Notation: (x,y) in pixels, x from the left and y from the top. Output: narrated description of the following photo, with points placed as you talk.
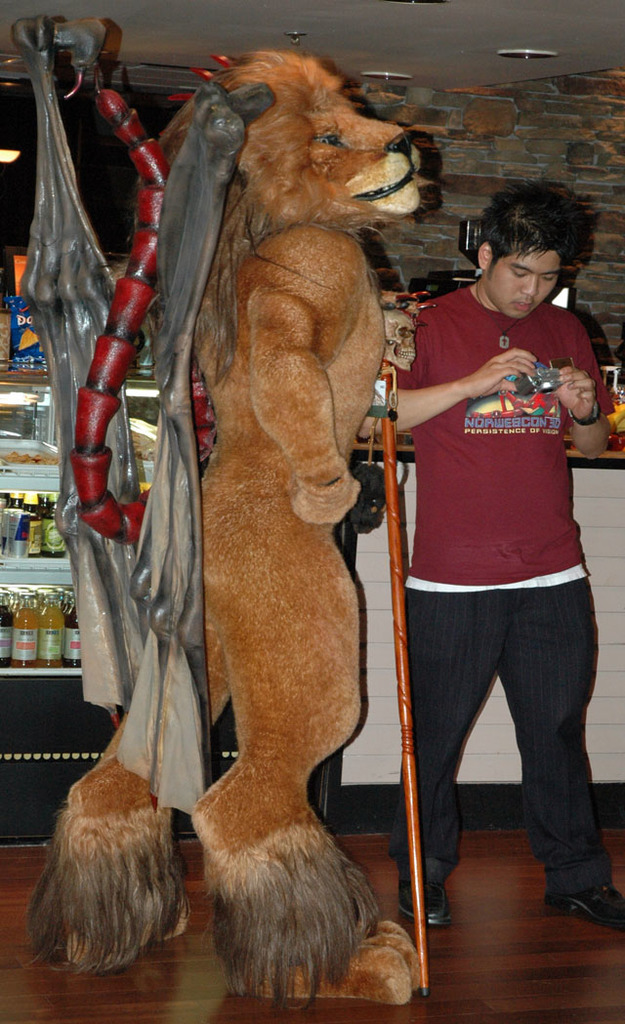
In this image I can see in the middle (265,388) it is a doll (221,321) in the shape of a lion (253,305). On the right side (567,507) a man (545,533) is standing, he wore t-shirt (561,495), trouser (525,691), shoes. On the left side (7,503) there are glass bottles (49,592) in the fridge (66,570).
